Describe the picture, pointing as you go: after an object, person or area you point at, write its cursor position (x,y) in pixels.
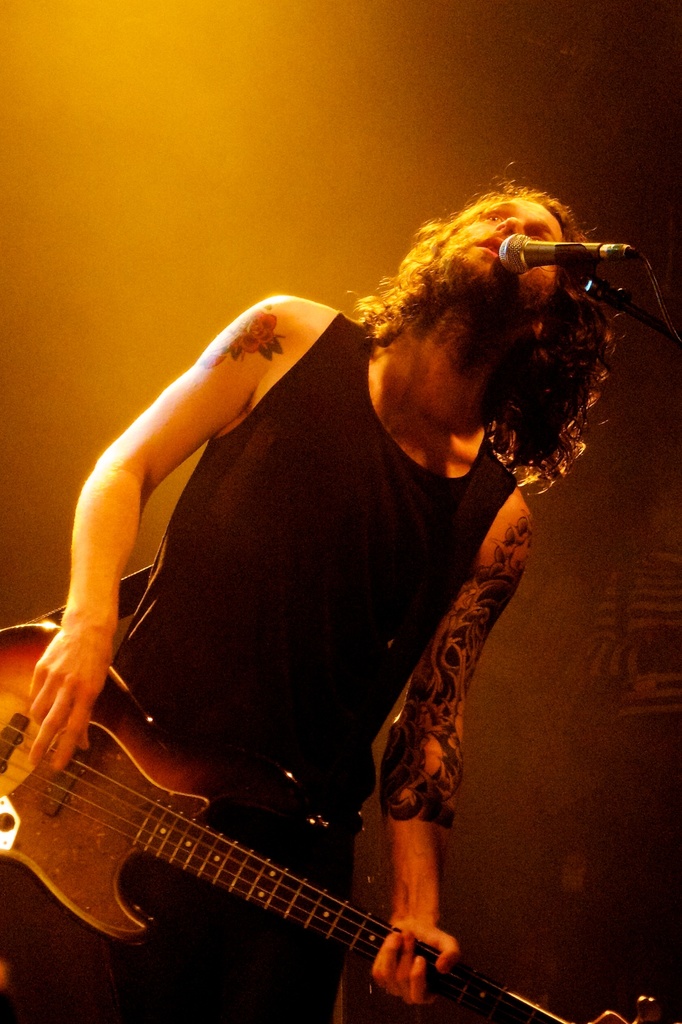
In this image I can see a person (455,292) standing in-front of the mic (555,246) and holding the guitar (295,919).
